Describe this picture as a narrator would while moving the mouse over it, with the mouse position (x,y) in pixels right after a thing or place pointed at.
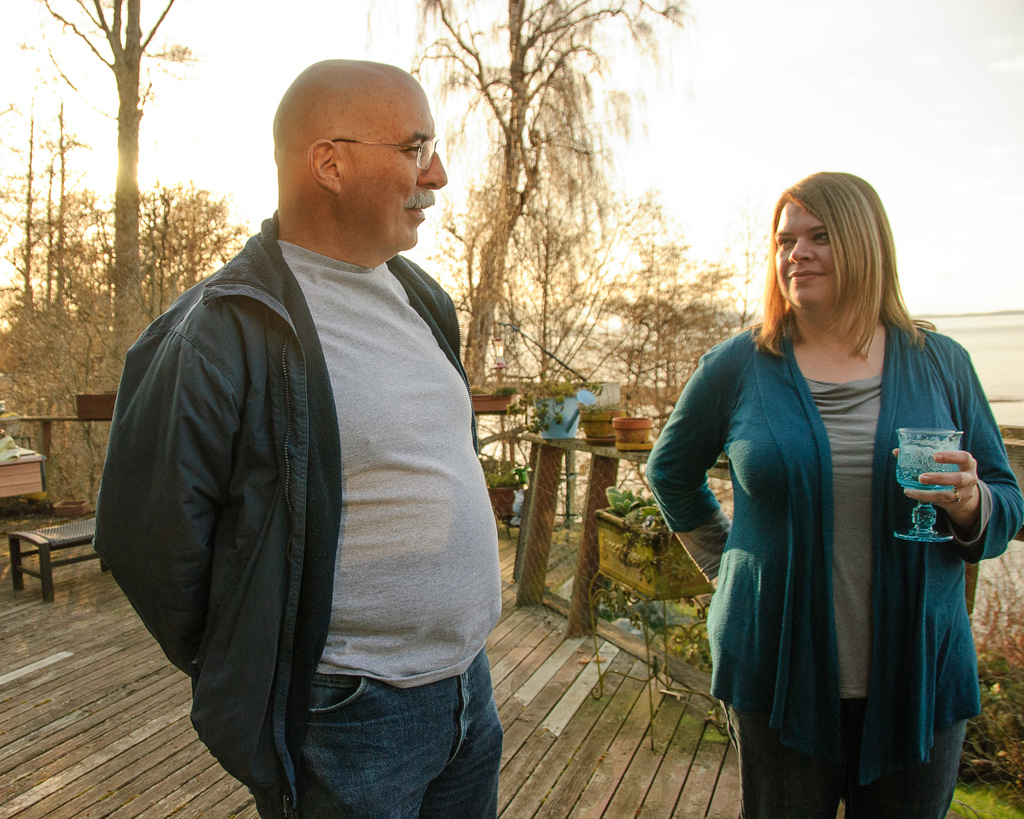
In this image in front (877,570) there are two persons (333,243) standing on the wooden floor (642,759). Behind them there is a bench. Beside them there is a table (607,449) with the fence (517,548). On top of the table (573,444) there are plants (583,391). At the right side of the image (1007,339) there is water (1021,330). In the background (566,324) there are trees (49,203) and sky (829,65).
